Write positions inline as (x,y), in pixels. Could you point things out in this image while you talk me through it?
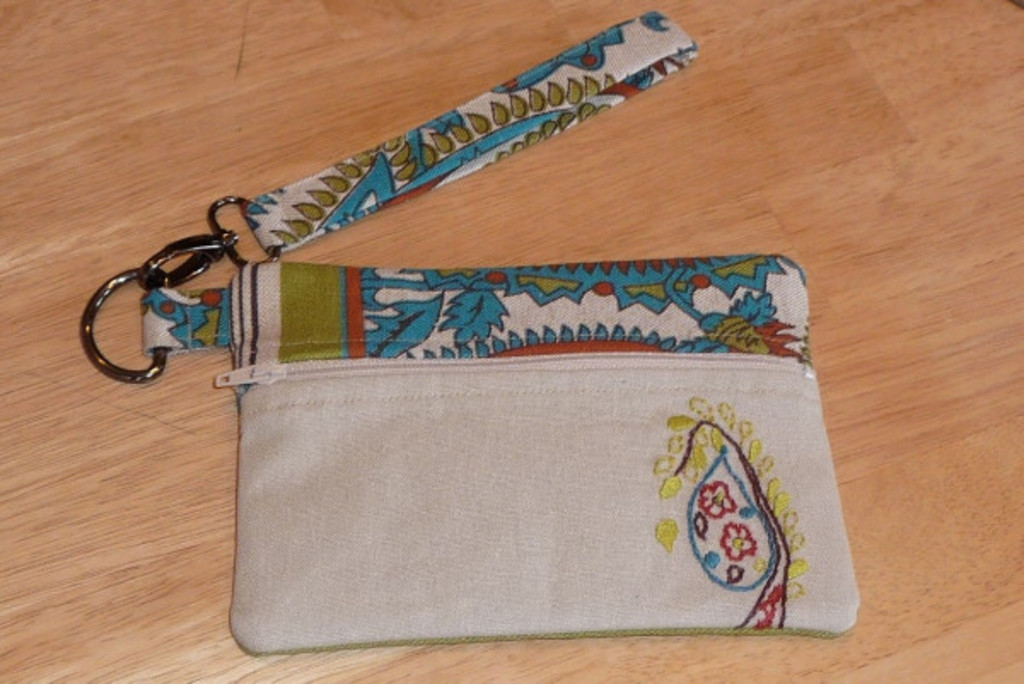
In this picture we can see a bag (546,322). We can see a design (734,525) made with a thread (772,552) here. This bag (638,421) is on the table (34,573).
